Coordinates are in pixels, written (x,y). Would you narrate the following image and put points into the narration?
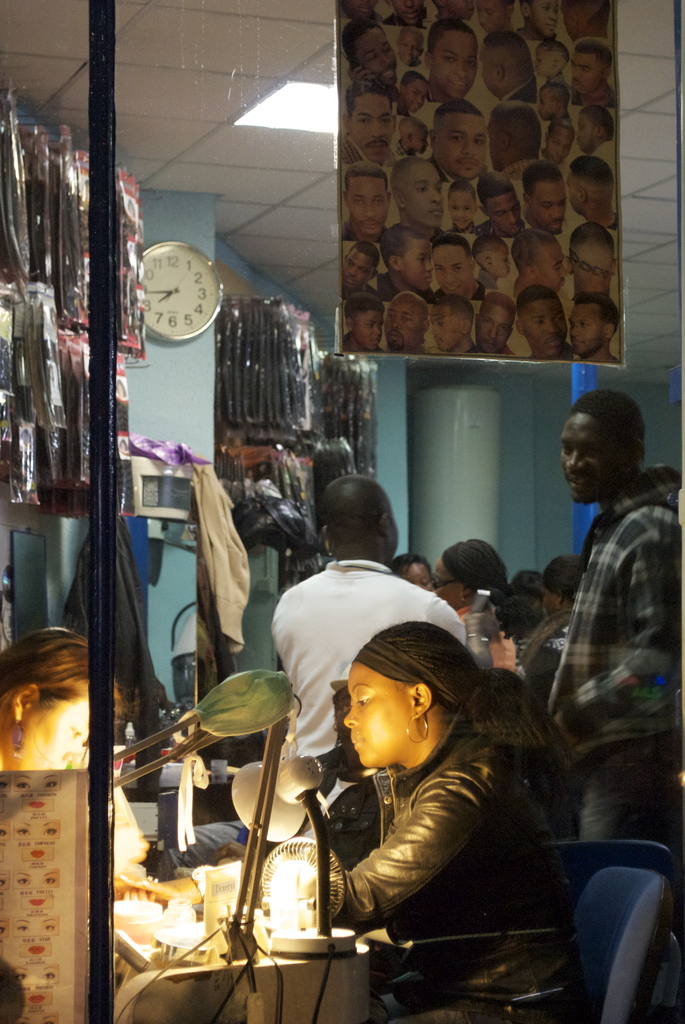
In this image there are some persons (427,588) standing, in the foreground (421,779) there are two woman (7,744) sitting and there are some fans (297,882), lamp (273,781) are there on the table (141,973). And also there are some other objects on the table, and there is one clock (157,258) in the center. And also there are some packets (267,331), and in the foreground (356,162) there is one board (500,83). In the foreground (433,91) it seems that there is a glass window (226,99), at the top (291,118) there is ceiling (623,32) and lights (289,116). In the background (449,436) there are pillars (457,412).
